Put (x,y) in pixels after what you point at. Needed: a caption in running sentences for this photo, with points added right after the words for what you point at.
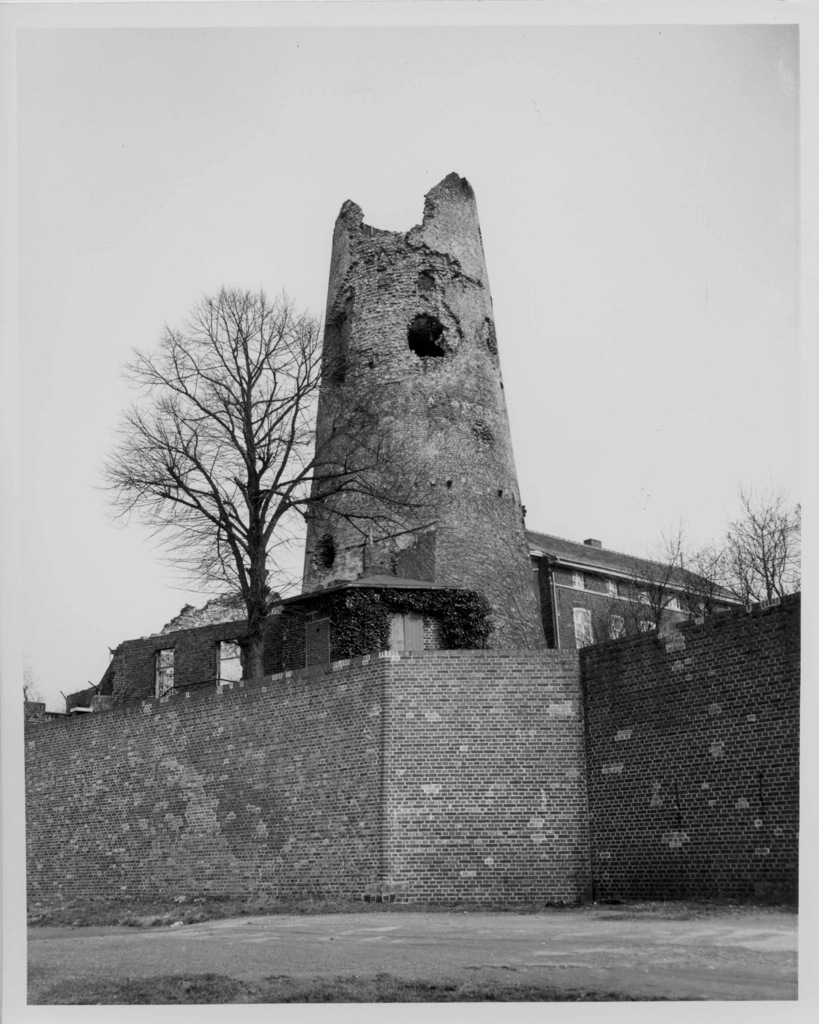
In the foreground of this picture (728,718), there is a wall (598,687) and a building (466,535), trees (223,544) and the sky (269,110).
